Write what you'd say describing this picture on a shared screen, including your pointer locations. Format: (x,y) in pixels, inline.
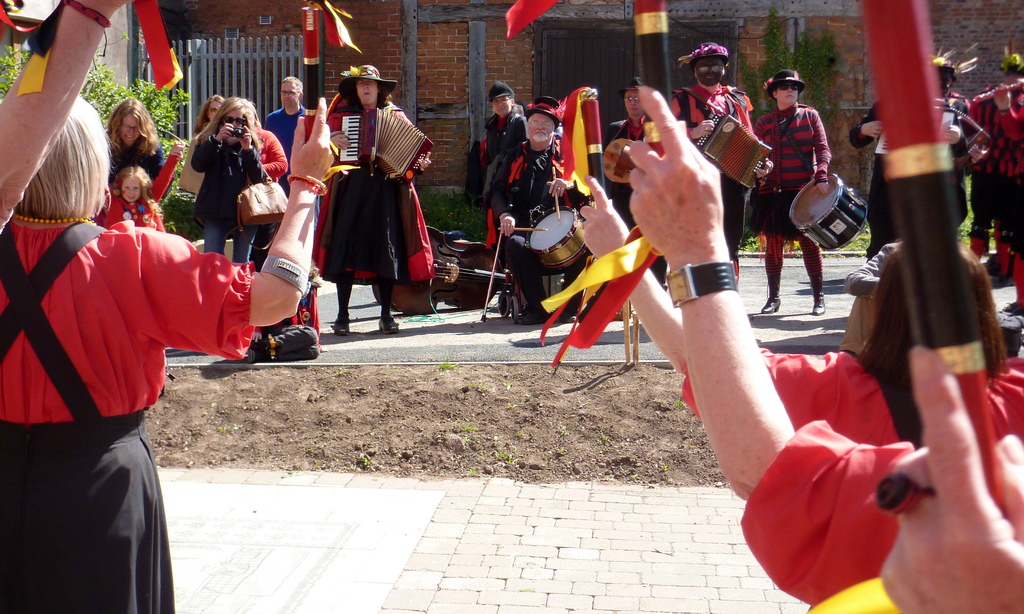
In this image there are persons (66,322) playing musical instruments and standing. In the background (468,222) there is a building (513,62), there are plants (775,60) and there is a wooden fence (232,70) and there is soil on the ground (480,330) and the persons (24,386) are holding sticks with ribbons (147,36).
